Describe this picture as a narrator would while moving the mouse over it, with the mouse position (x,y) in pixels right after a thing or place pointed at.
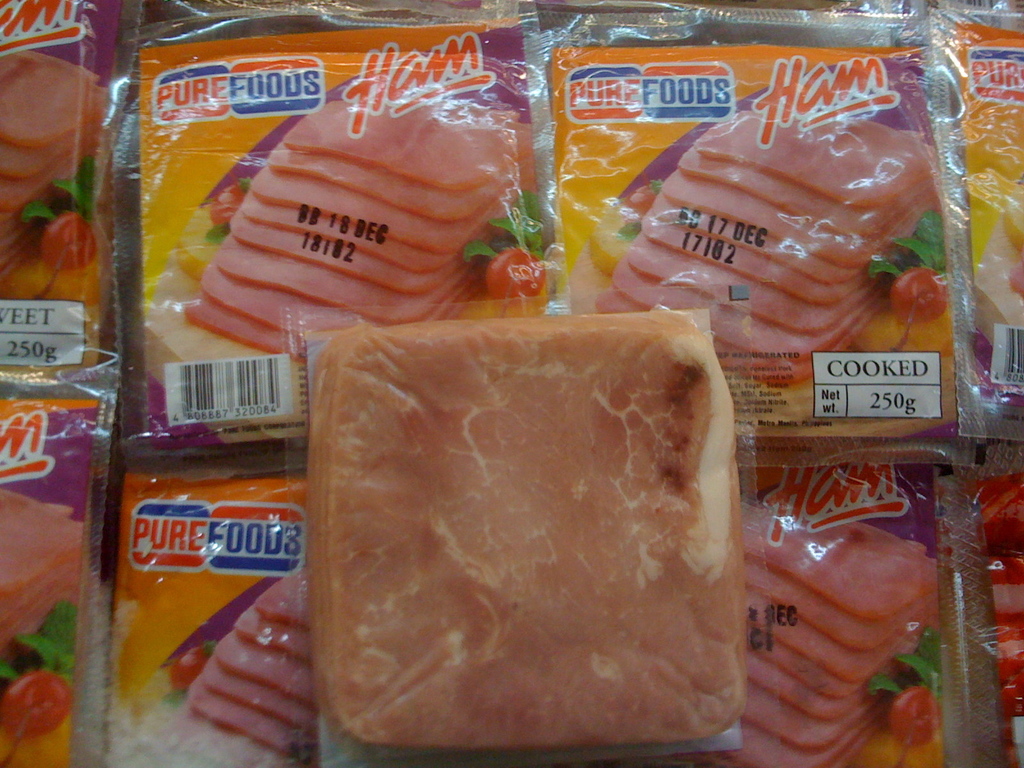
In the image in the center (584,379), we can see few packets (405,325). In the packets (565,361), we can see some food items (442,454). And we can see something written on the packet (628,273).
